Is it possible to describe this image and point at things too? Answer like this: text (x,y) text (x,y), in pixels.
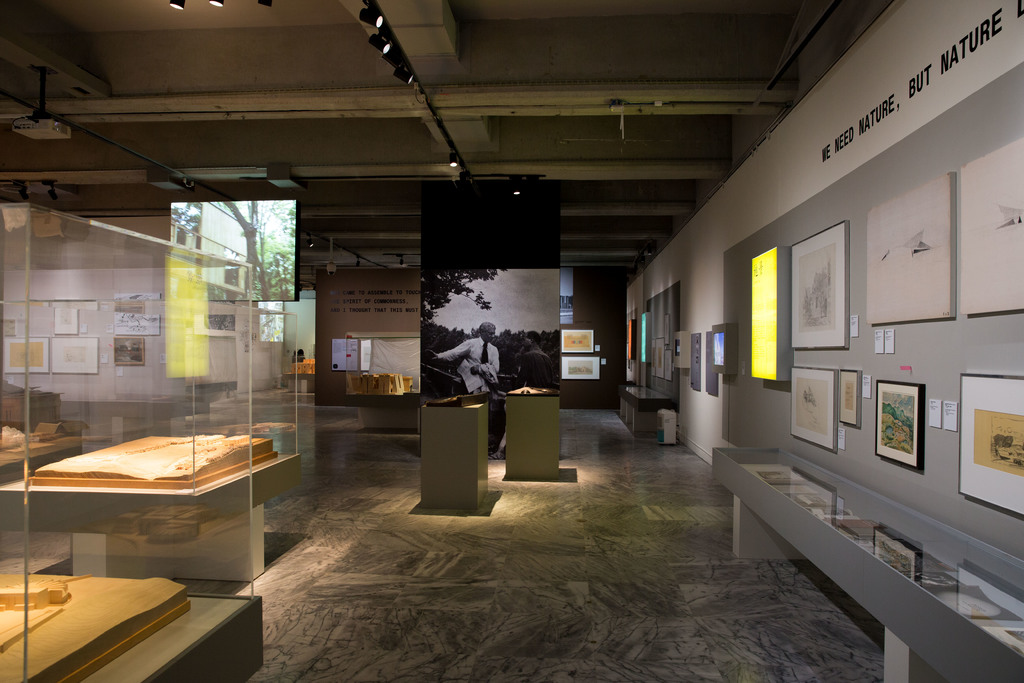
In this image we can see the glass boxes (165,350) on the left side (268,363). Here we can see the photo frames (809,397) on the wall (865,334) on the right side (1015,434). This is looking like a hoarding board (511,290). Here we can see the lighting arrangement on the roof (491,78).
